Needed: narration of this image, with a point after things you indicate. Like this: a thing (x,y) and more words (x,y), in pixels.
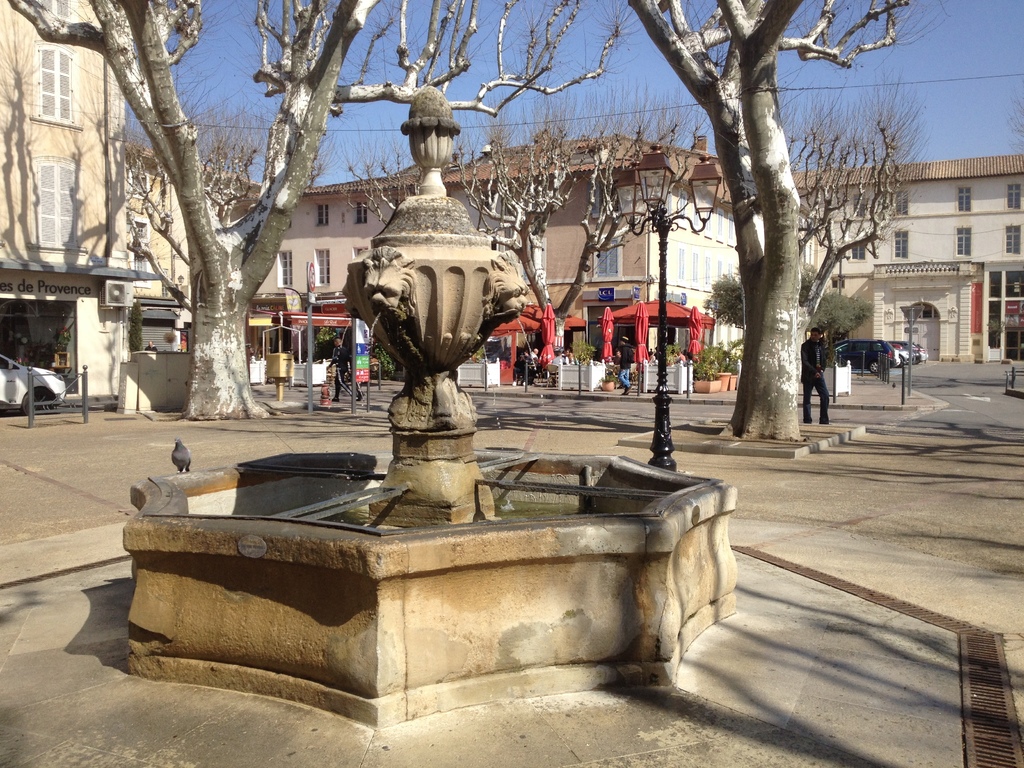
In this picture, we can see a few buildings (26,191) with windows (56,98), posters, stores (75,293), and some objects (104,292) attached to it, we can see the ground (880,531), poles (311,367), lights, sign boards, fountain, posters (359,334), sheds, and some metallic objects (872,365), we can see dry trees (180,294), and the sky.
